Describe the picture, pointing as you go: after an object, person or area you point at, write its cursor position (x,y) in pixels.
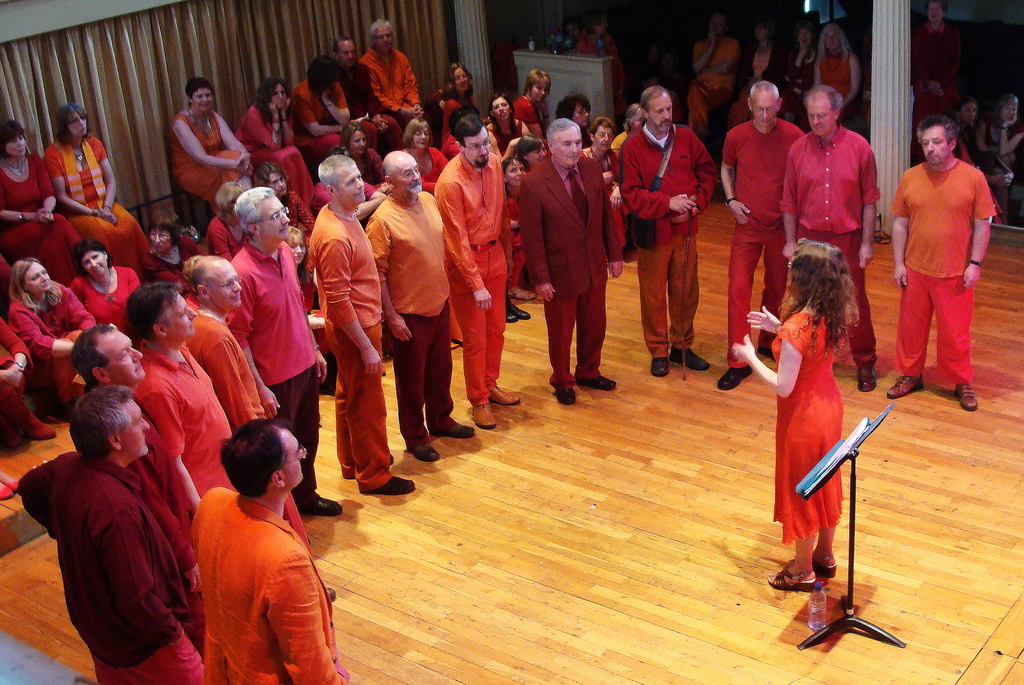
There are people (562,275) standing around a lady (829,322) in the foreground area of the image (427,286) and the lady (795,393) is standing near a stand (848,581). There are people (413,107), curtains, pillars (486,62) and other objects (560,54) in the background (544,48).
